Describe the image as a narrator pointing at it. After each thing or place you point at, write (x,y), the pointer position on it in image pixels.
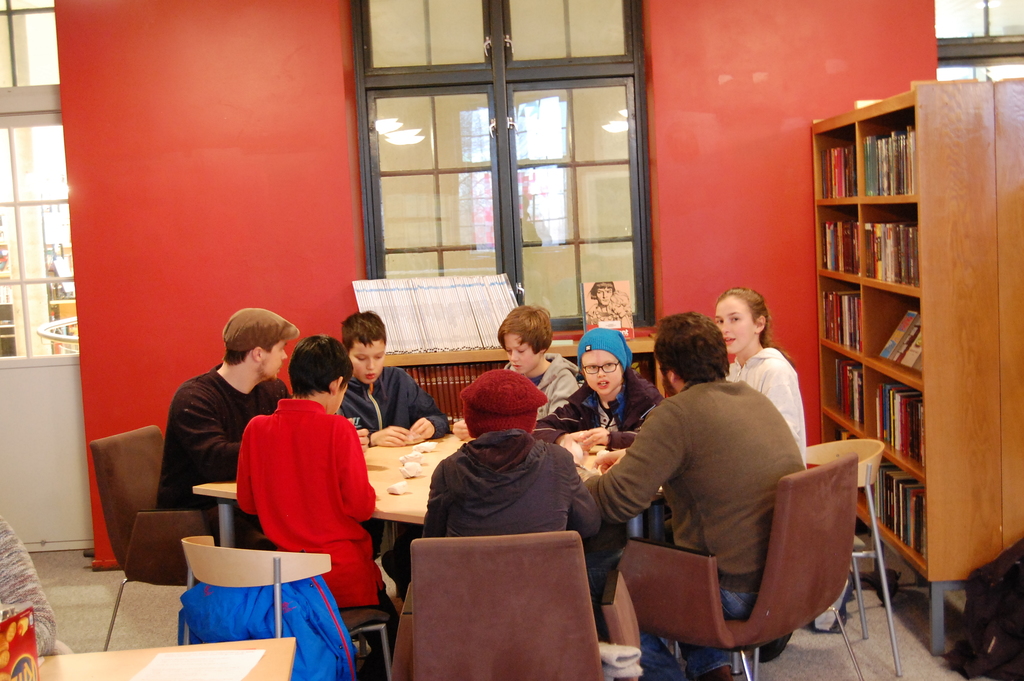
In this picture a group of children (367,329) are sitting in front of the table (380,470). Onto their right there is a bookshelf (854,357). Behind there is a window (633,1).
